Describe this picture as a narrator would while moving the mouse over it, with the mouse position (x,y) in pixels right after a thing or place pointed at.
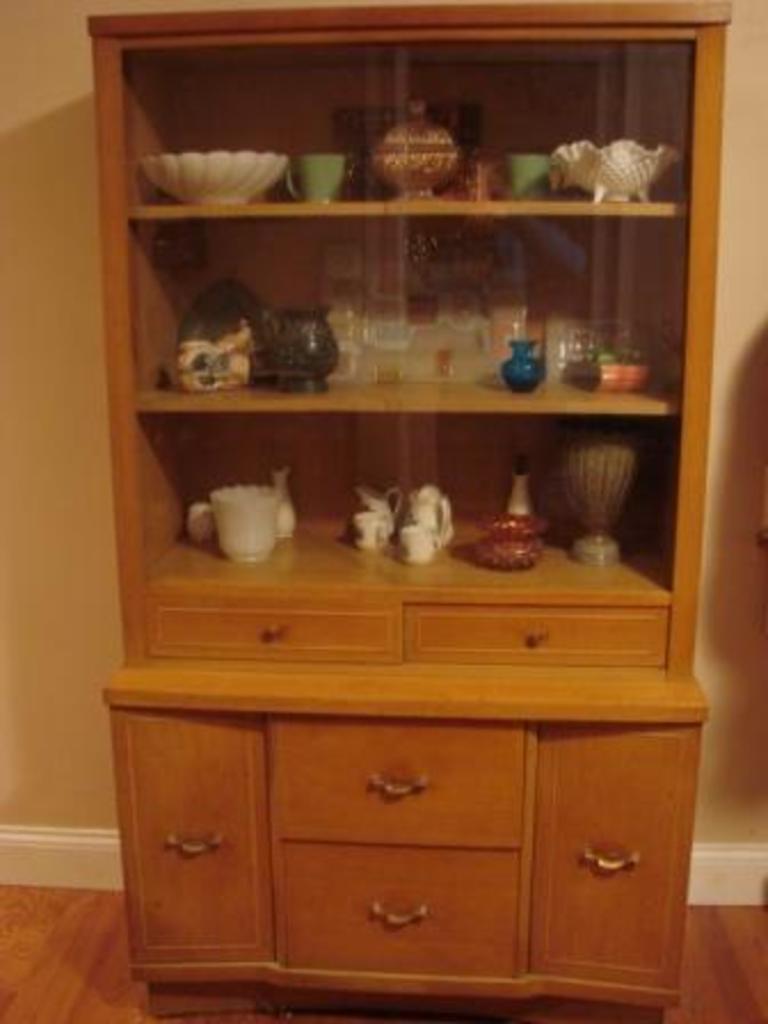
In the center of this picture (269,398) we can see a wooden cabinet (607,904) containing cups (244,514), jars (290,506), bowls (265,160) and some other objects (223,299). In the background (60,626) we can see the wall (51,626) and the floor (47,943).
